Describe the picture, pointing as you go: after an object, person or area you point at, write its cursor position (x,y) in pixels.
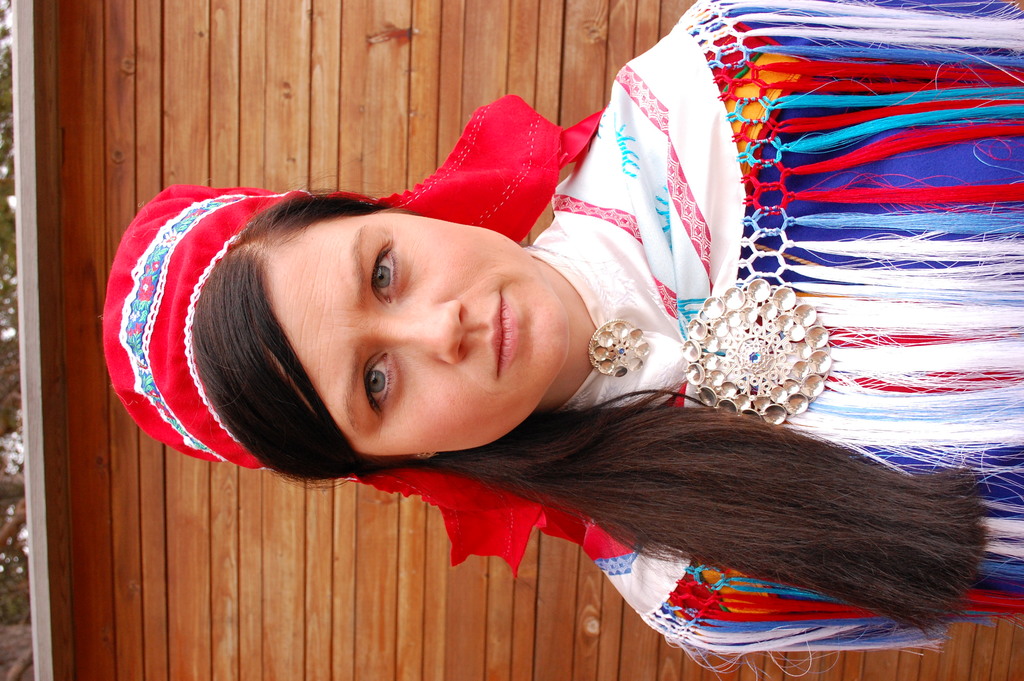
In this picture we can observe a woman (327,235). She is wearing blue and white color dress (653,196). There is a red color cap (138,295) on her head (340,217). In the background (281,32) there is a wooden wall (297,34).
